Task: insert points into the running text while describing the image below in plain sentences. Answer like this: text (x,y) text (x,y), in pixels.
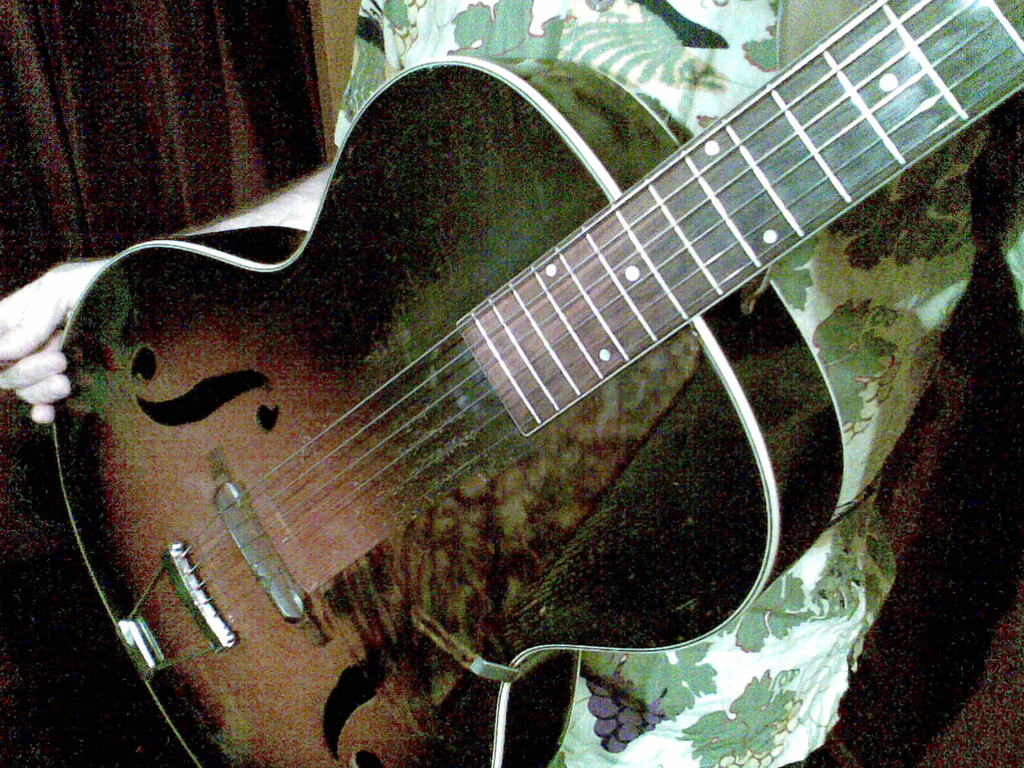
In the center of the image (409,398) we can see a person (390,11) holding a guitar (554,495). In the background (237,184) there is a curtain (209,107).
